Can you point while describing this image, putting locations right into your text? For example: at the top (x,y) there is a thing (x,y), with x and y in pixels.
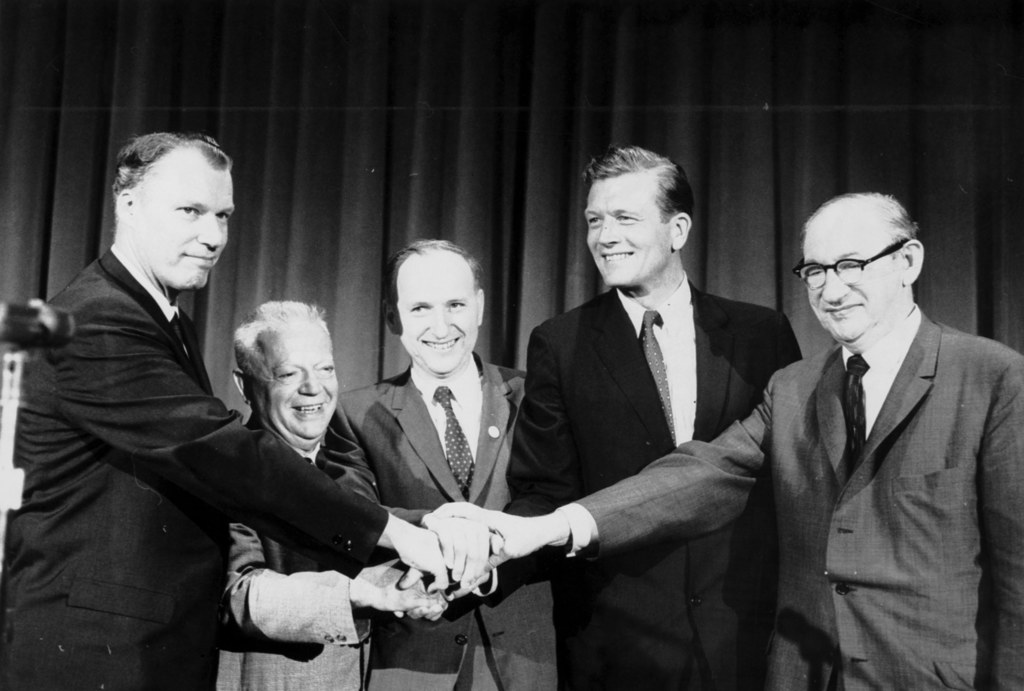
In this black and white image, we can see persons (604,453) wearing clothes (265,457). In the background (864,145), we can see vertical curtain folds (240,124).
